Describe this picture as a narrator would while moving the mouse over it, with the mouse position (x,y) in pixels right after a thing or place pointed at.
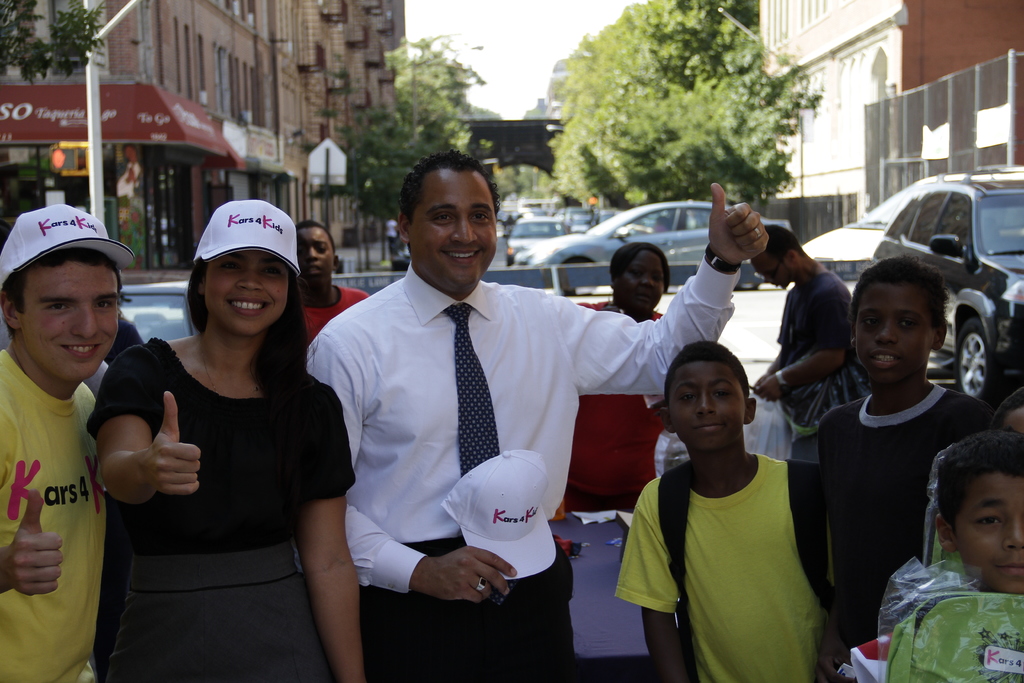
In this picture, we see many people (569,570) standing on the road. The man (503,447) in the middle of the picture (527,364) wearing a white shirt (397,472) is holding white cap (469,535) in his hand (443,583) and he is smiling. Beside him, the woman (179,456) in a black dress (185,499) who is wearing a white cap (232,221) is also smiling. Behind them, we see many cars (570,251) moving on the road (592,297) and on either side of the road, we see trees (609,95) and buildings (337,108). In the left top of the picture (96,127), we see a pole (94,208) and we even see a red board (160,129) with some text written on it. At the top of the picture (534,97), we see the sky (506,100) and this picture is clicked in the city (552,89).
